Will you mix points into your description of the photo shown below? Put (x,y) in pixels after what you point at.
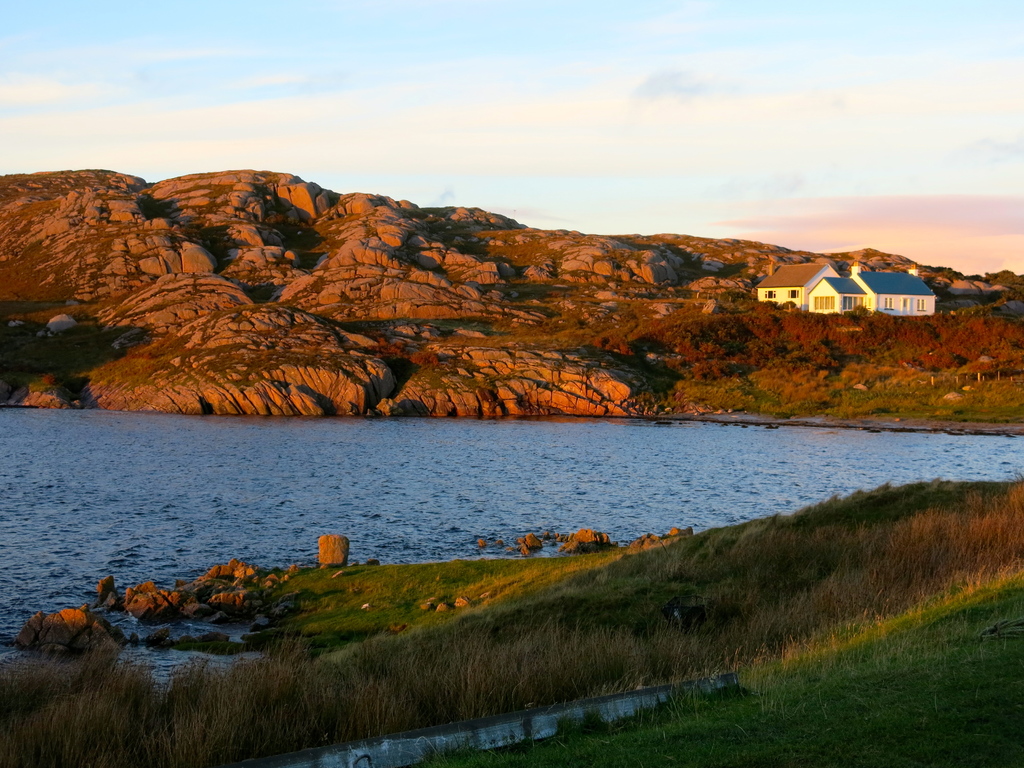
In this image we can see the houses (871,297) on the mountain (437,403). And there is a grass (702,647), water (569,508) and the sky (374,112).
